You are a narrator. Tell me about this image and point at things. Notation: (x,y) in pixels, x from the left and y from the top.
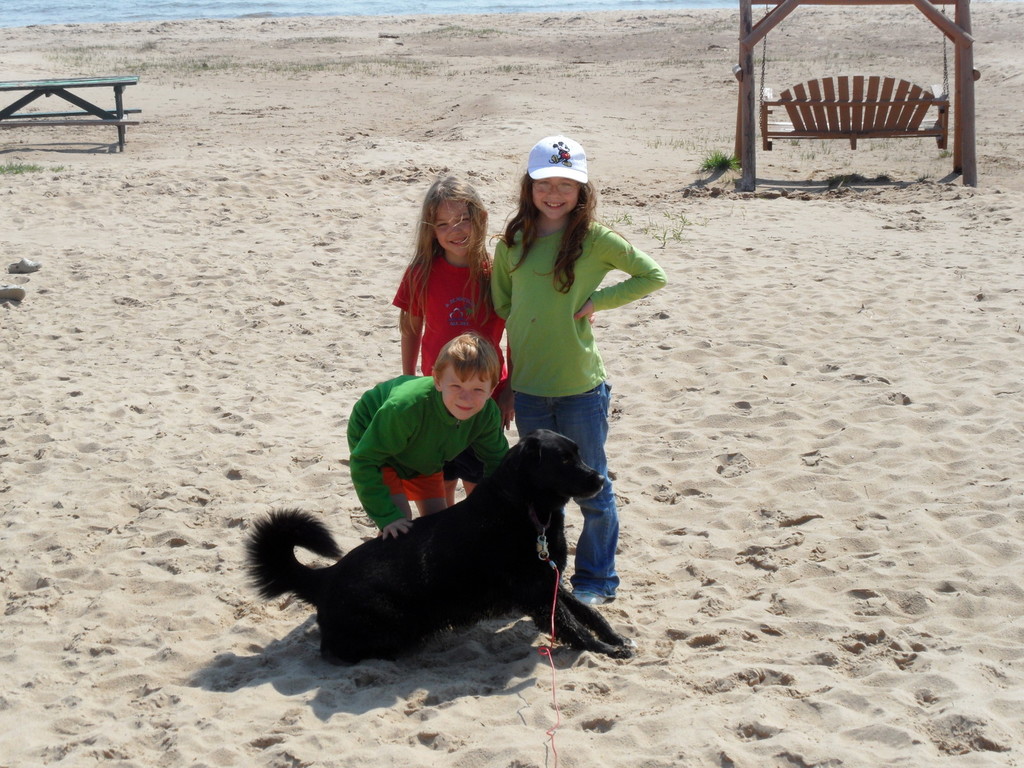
Here we can see two girls (493,325) and one boy (410,442) is standing. The boy (401,466) is catching the dog (451,532) which is in black color. All of them standing on the sand (748,567). We can see a cradle (848,115) which is made of wooden (795,104). We can see a bench (57,92). We can see beach (117,14) on the top (105,17).
